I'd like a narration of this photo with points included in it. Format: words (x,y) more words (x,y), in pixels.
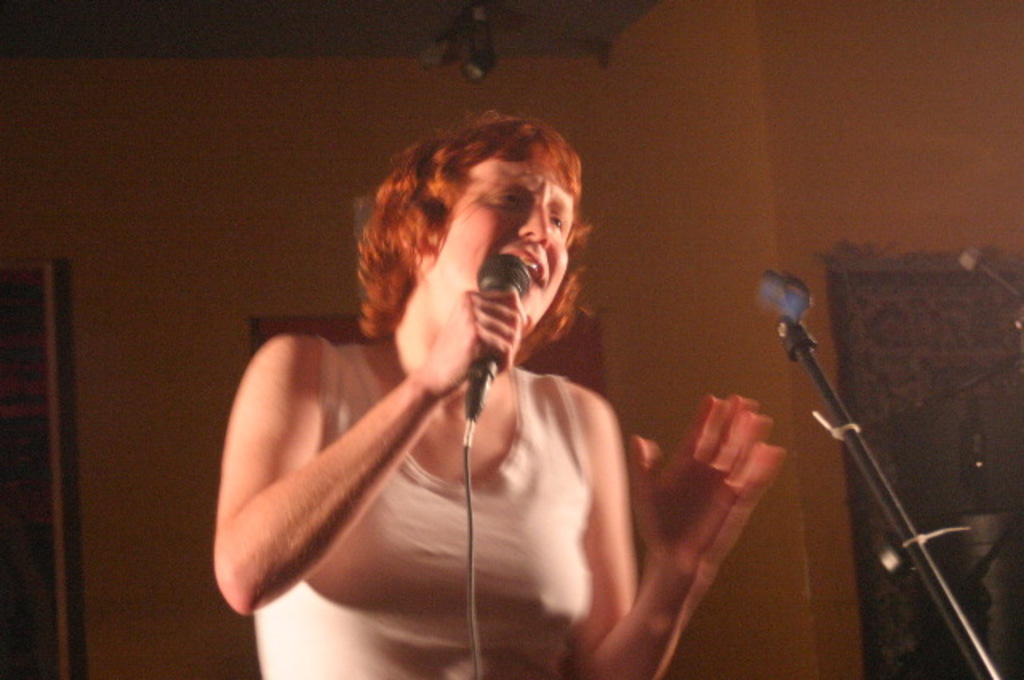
On the background (330,187) we can see wall (617,140). Here we can see one woman (588,624) standing in front of a mike stand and holding a mike (498,345) in her hand (505,313) and singing. Her hair (365,256) colour is brown.
